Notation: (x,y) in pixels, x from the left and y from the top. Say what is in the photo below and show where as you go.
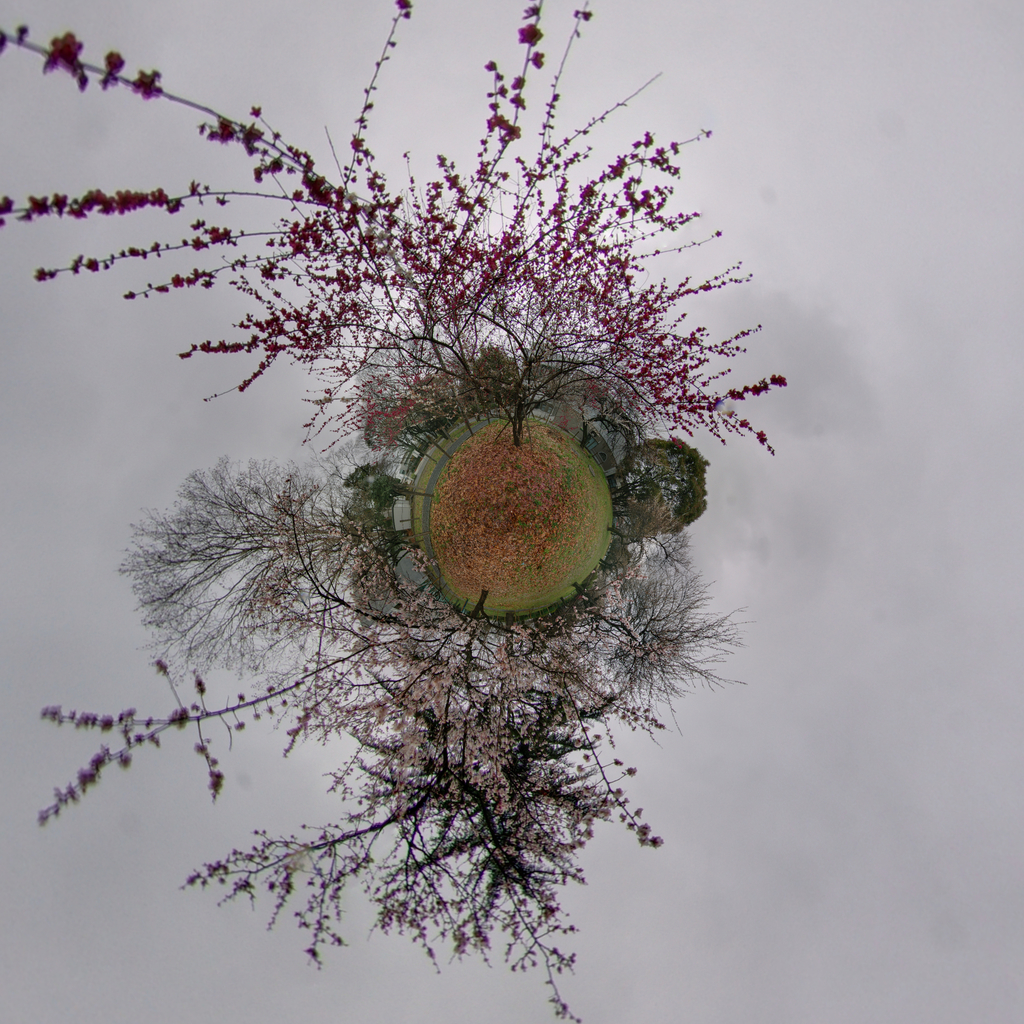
In this image there are flowers (339,195) on plants (342,420) and trees (345,704).
